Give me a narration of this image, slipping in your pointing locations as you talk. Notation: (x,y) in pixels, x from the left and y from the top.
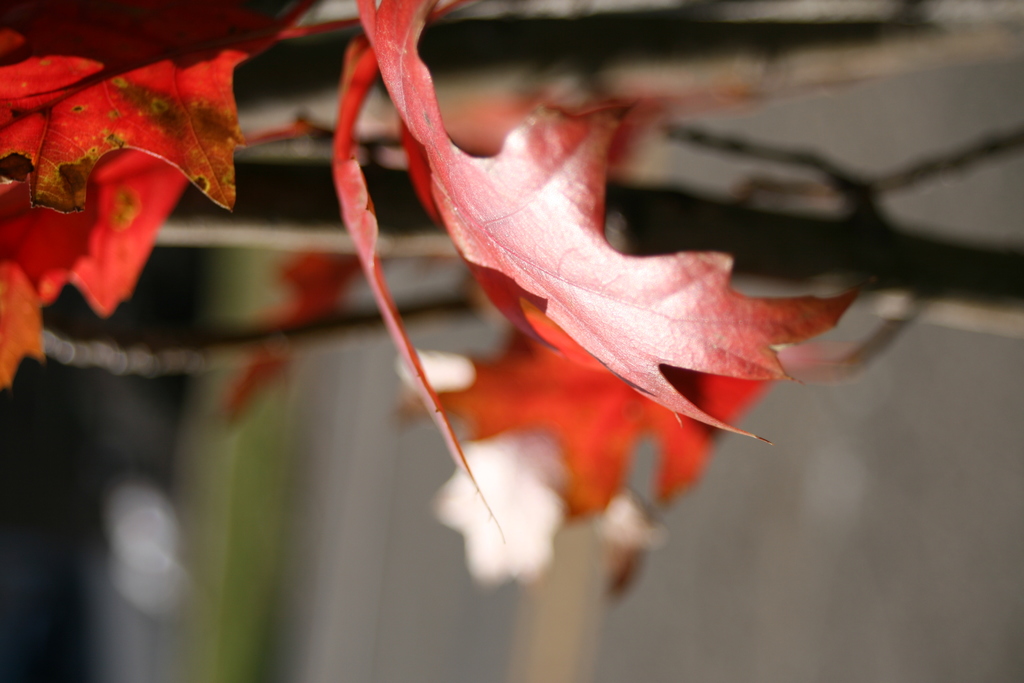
In this image there are red color maple leaves (681,381) to the branches (637,196), and there is blur background (20,441).
